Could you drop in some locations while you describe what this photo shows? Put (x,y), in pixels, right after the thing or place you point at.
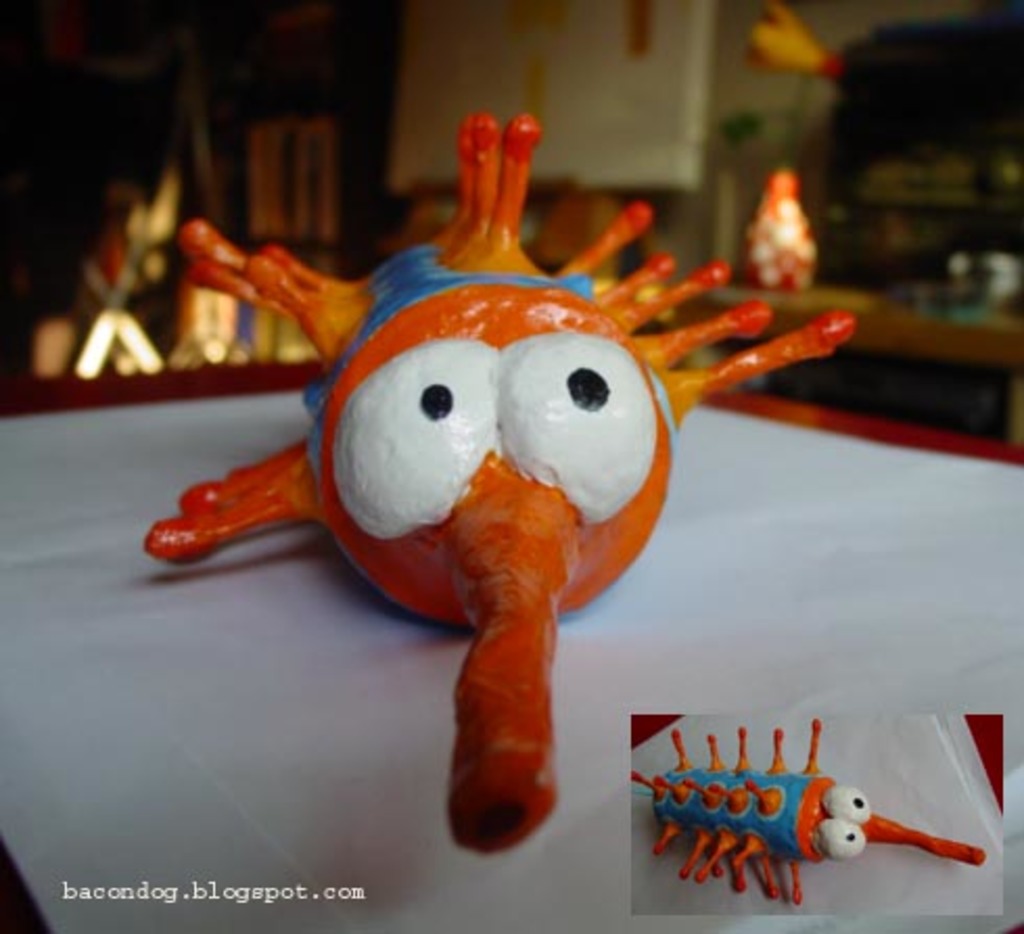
There is a toy (458,600) in the center of the image (391,411) and there is a toy's image (765,761) at the bottom side of the image (753,800) and there is text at the bottom side of the image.
